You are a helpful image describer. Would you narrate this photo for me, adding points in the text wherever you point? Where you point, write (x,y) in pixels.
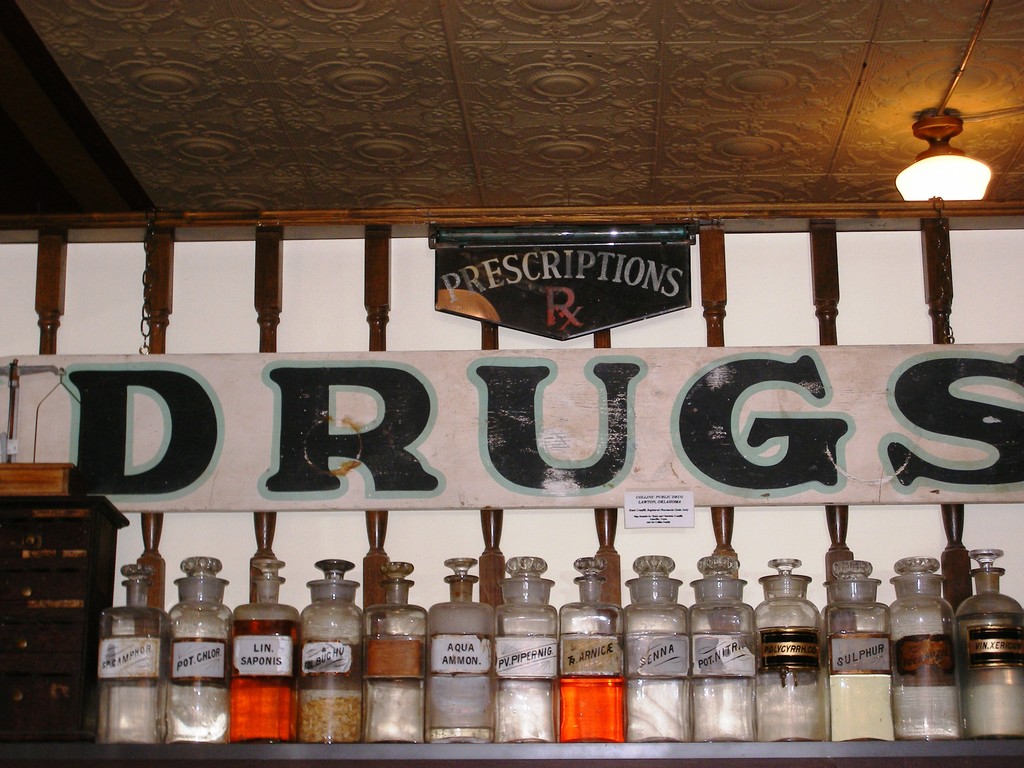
In this picture, we see many glass jars (329,632). Each jar (403,583) contains something in it. Each jar (403,583) has lids (403,583) and these jars (547,635) are either placed on the table (562,755) or in the rack (572,765). We see a paper (531,647) containing the text (516,655) is pasted on each bottle (550,697). On the left side (86,554), we see a cupboard (66,525). We see a white board (579,431) with"DRUGS" written on it. Above that, we see a black color board (586,281) with text (572,269) written on it. On the right top (925,187), we see a lantern (951,150). In the background (875,246), it is white in color.
